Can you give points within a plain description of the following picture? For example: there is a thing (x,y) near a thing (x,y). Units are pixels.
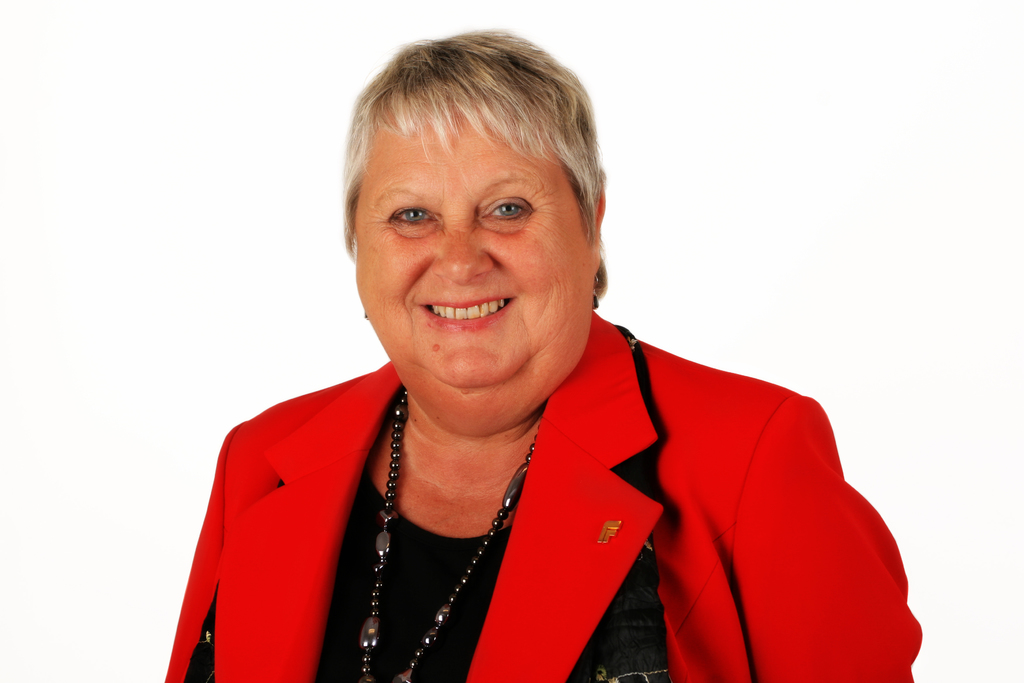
In this image I can see a woman (518,493) smiling. She is wearing red and black color dress (491,610) and black chain (412,656). Background (766,310) is white in color.
